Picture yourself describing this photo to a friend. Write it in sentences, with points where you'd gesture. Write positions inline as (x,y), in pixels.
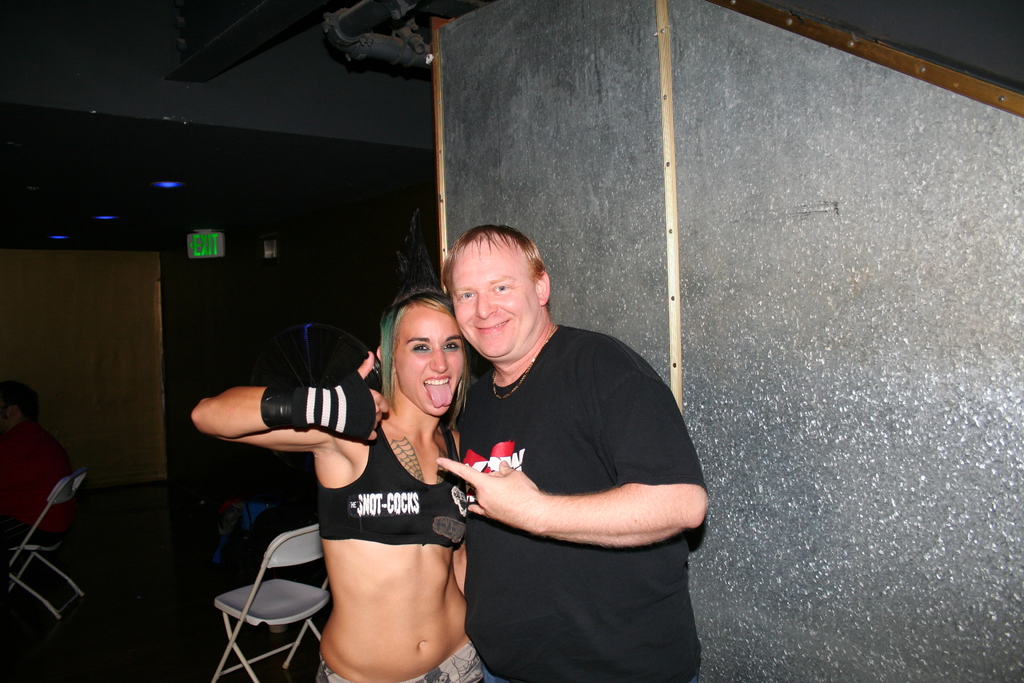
There are two people (523,582) standing, beside these people (536,527) we can see wall (761,79). In the background (33,431) it is dark and we can see chairs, people (33,431) and board (218,238).
